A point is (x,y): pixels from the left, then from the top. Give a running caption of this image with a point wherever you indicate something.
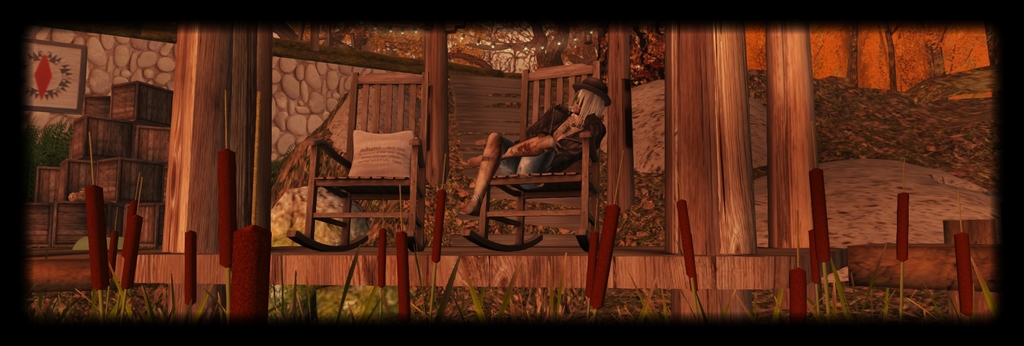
In this picture it looks like a painting with 2 chairs (487,233) and a man (607,101) sitting on the chair (526,213). There are wooden boxes (151,87) and pillars (207,171).
